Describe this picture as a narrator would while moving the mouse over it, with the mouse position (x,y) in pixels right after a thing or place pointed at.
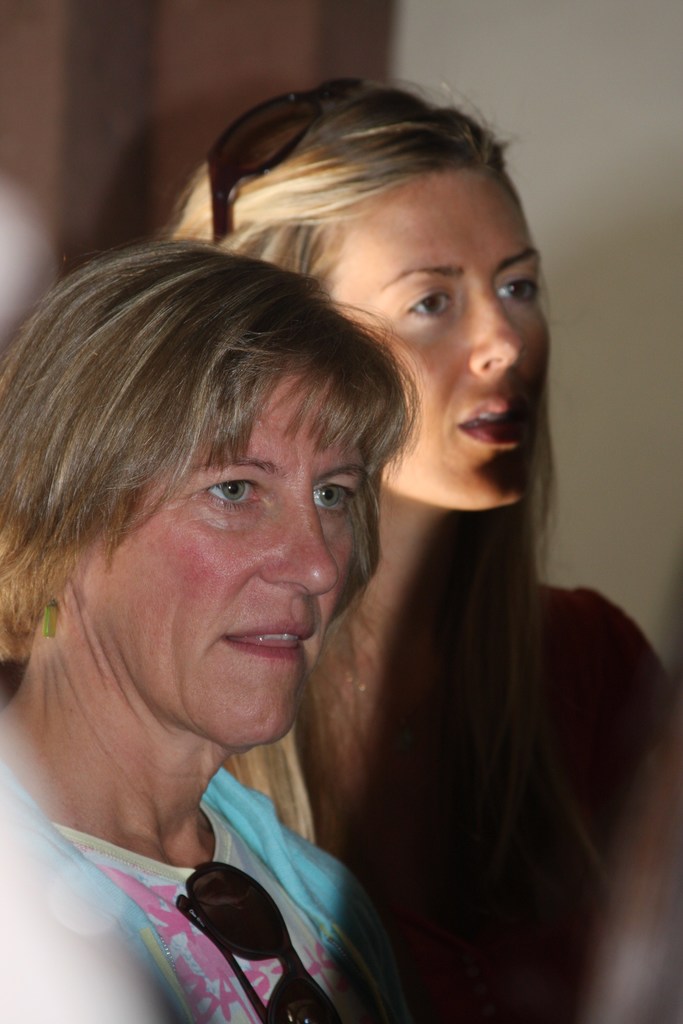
In the center of the image (311,659) we can see ladies (322,535). In the background (496,105) there is a wall (597,239).
